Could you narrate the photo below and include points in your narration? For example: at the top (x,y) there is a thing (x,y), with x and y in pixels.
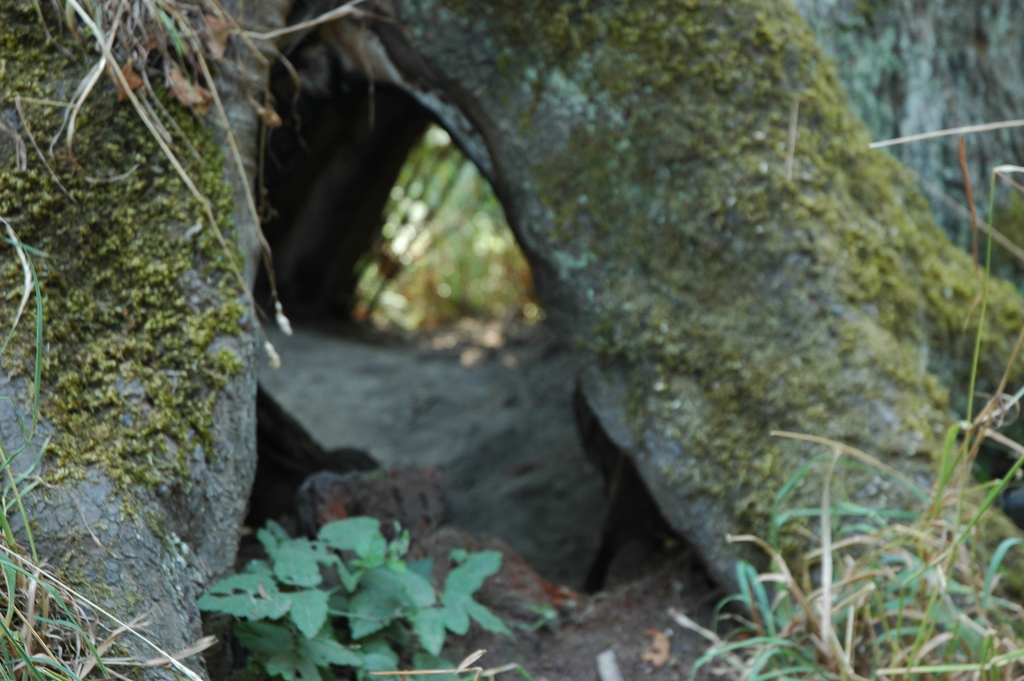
In the picture we can see a part of tree branch (743,509), on it we can see some mold (41,53) and near to it we can see some grass plants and some plant sapling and some dried grass (148,6).
